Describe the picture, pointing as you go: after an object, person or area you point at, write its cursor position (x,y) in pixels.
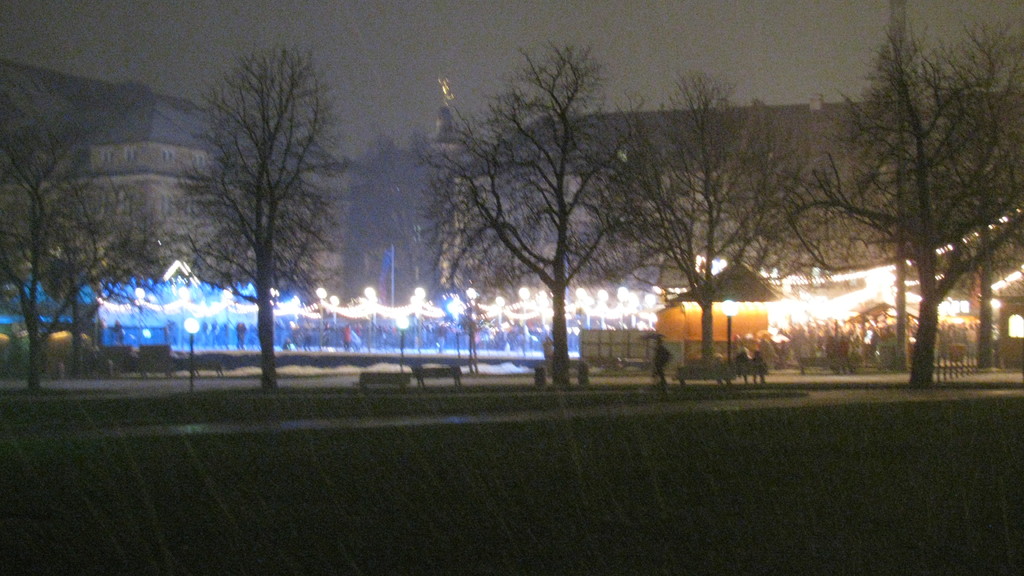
In the center of the picture (652,196) there are trees (986,308), lights (521,291), tents (739,271), railing (365,362), benches (209,361), buildings (175,235) and people (856,340). Sky (717,38) is dark.
